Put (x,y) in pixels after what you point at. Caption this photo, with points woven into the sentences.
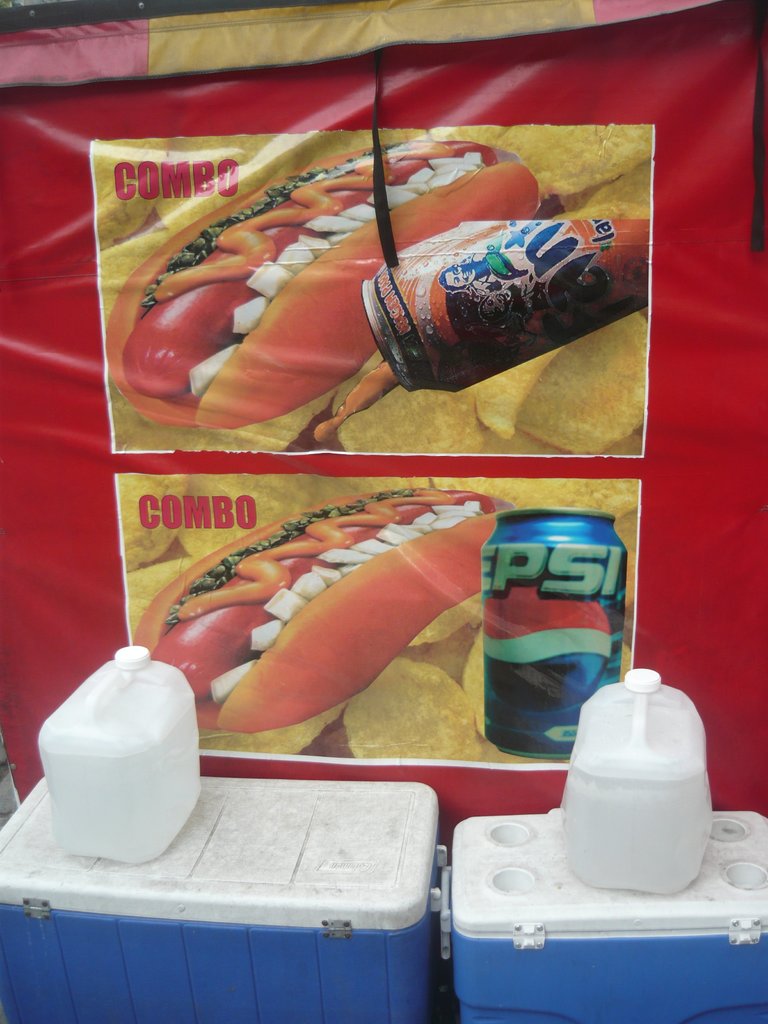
In the image we can see a container (340,954), blue and white in color. On the container (196,864) there are plastic bottles (151,791). This is a banner (343,382).
